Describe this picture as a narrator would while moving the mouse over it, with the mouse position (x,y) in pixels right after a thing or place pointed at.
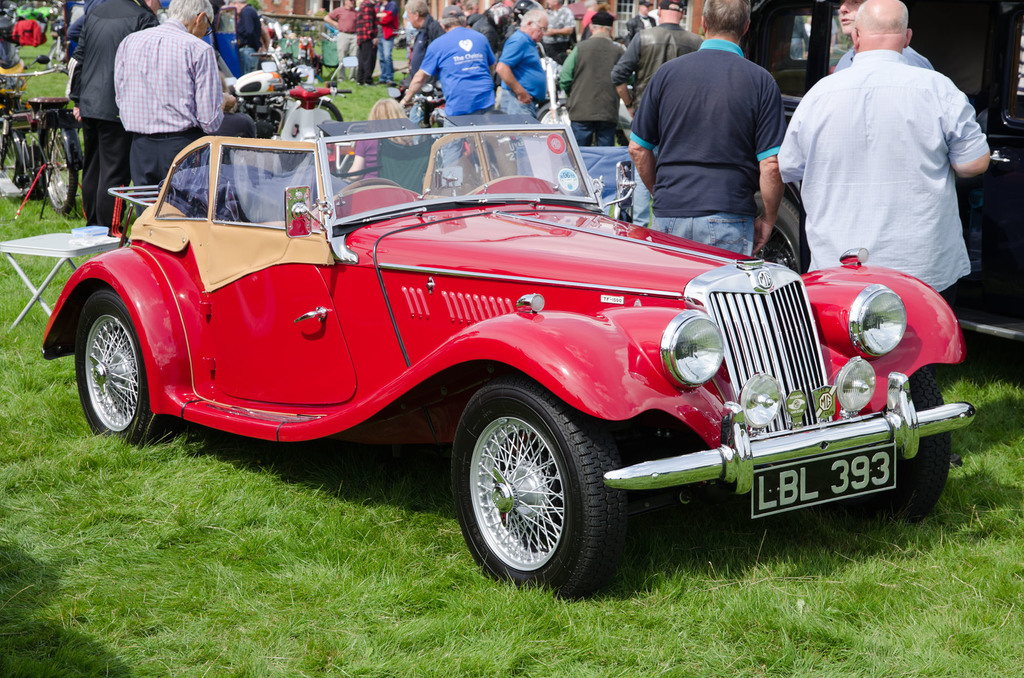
In this image we can see a few people (447,73), there are two cars (187,185), motorcycles (268,117), a bicycle (54,157), also we can see the house (633,9), a table (40,253) and the grass (353,95).
